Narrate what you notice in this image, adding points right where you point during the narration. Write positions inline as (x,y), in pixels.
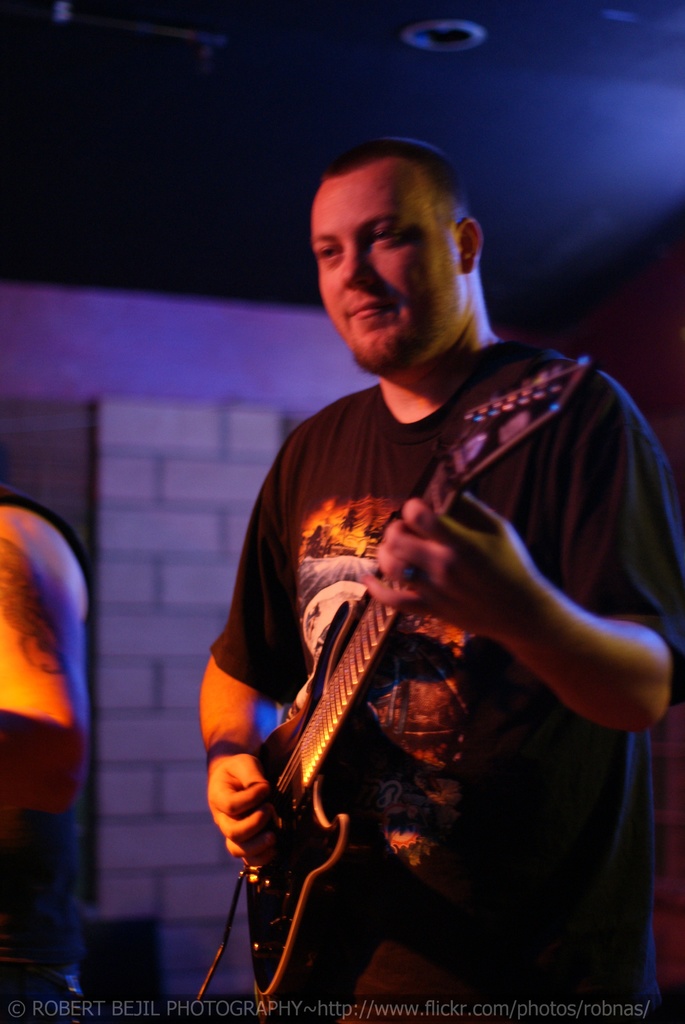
In this picture I can see a man (305,528) standing and holding a guitar (296,875), there is another person (24,636) standing, and in the background (203,565) there is a wall (264,407) and there is a watermark (173,1002) on the image.
